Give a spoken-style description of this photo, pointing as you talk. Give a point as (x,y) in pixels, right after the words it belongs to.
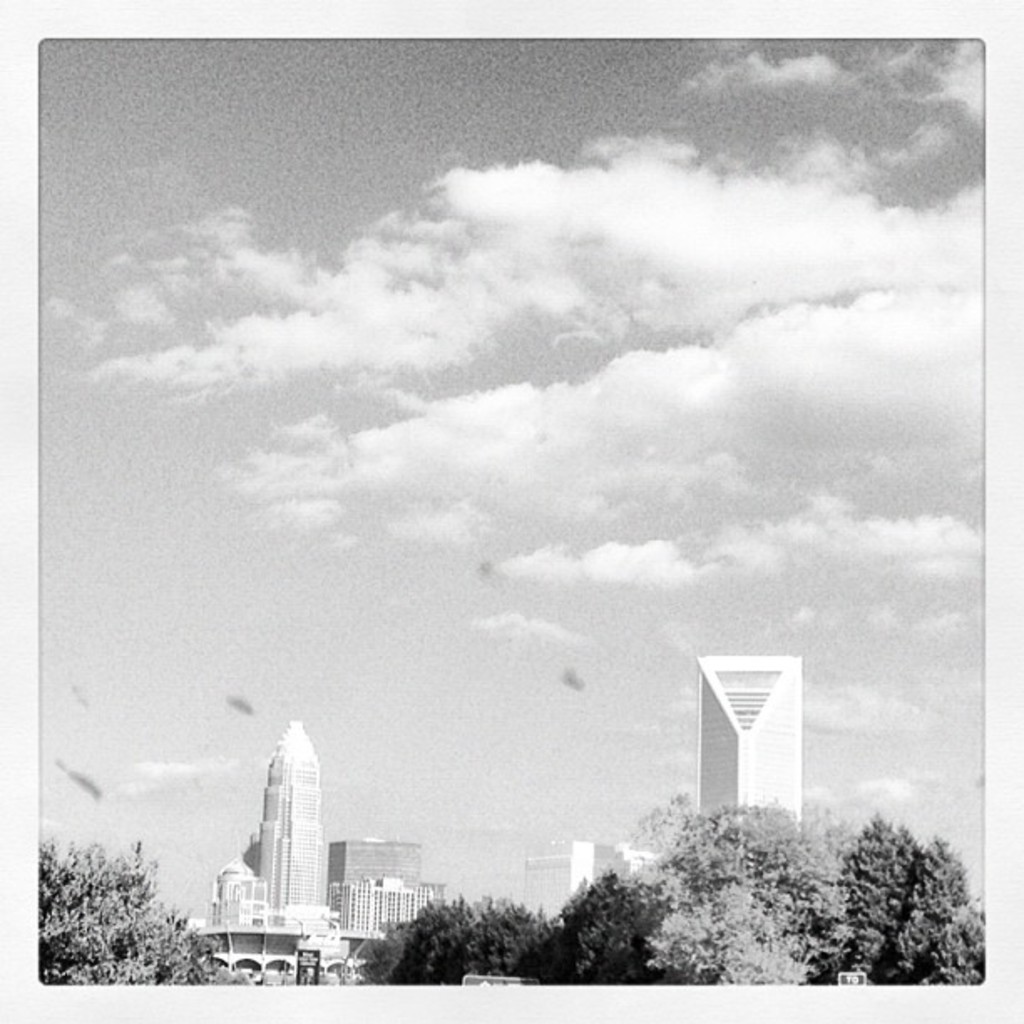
At the bottom of the image (347,887) there are some buildings (622,845) and trees (659,925). In the background (330,483) there is a sky (350,109).
